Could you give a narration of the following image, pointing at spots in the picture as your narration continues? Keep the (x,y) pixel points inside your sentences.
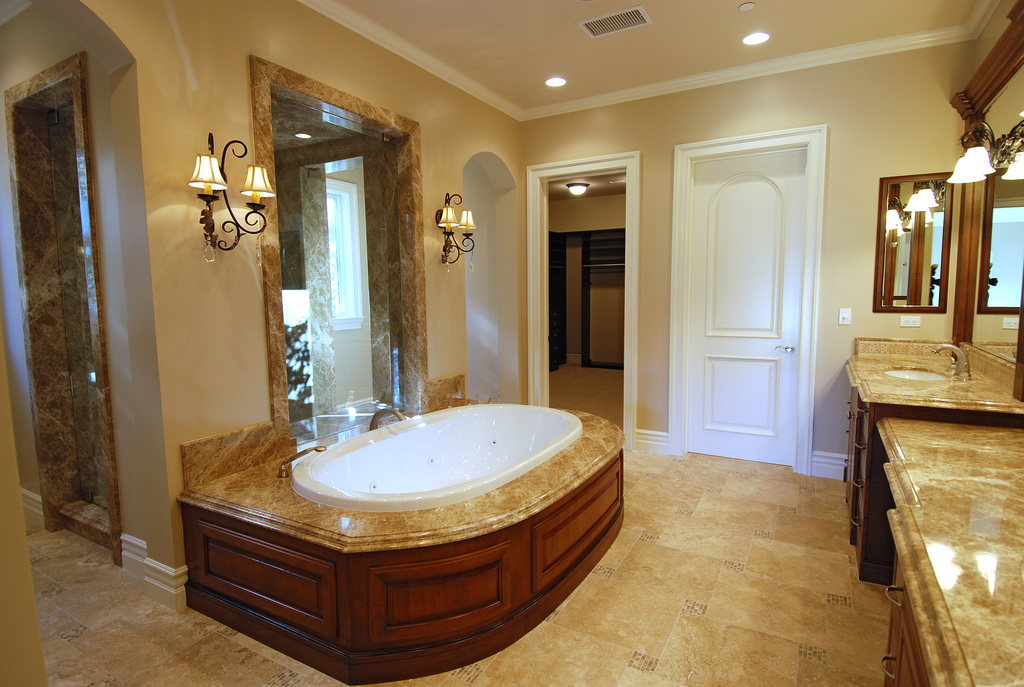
In this image I can see bathtub (475,462), sink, tap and cupboard (858,507). The mirror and lights (207,219) are attached to the wall (223,272). I can see white color door (715,215). The wall (760,115) is in cream color.
